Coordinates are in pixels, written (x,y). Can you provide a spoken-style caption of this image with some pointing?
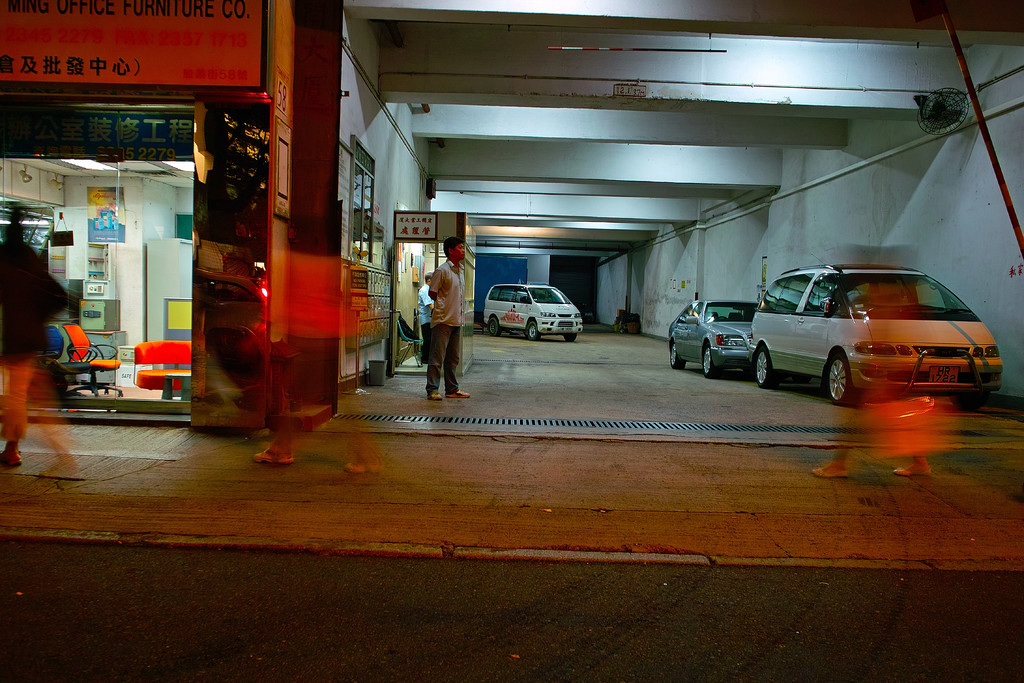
In this image it looks like it is a parking area (583,301) in which there are three cars (700,318) parked on the right side (712,313). On the left side (140,334) it seems like it is a furniture store (105,298) in which there are chairs (83,337), tables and some furniture items (159,323). There are few people (39,365) walking on the footpath (199,480). In the middle (436,350) there is a person (436,335) standing on the floor (499,379). At the top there are lights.
